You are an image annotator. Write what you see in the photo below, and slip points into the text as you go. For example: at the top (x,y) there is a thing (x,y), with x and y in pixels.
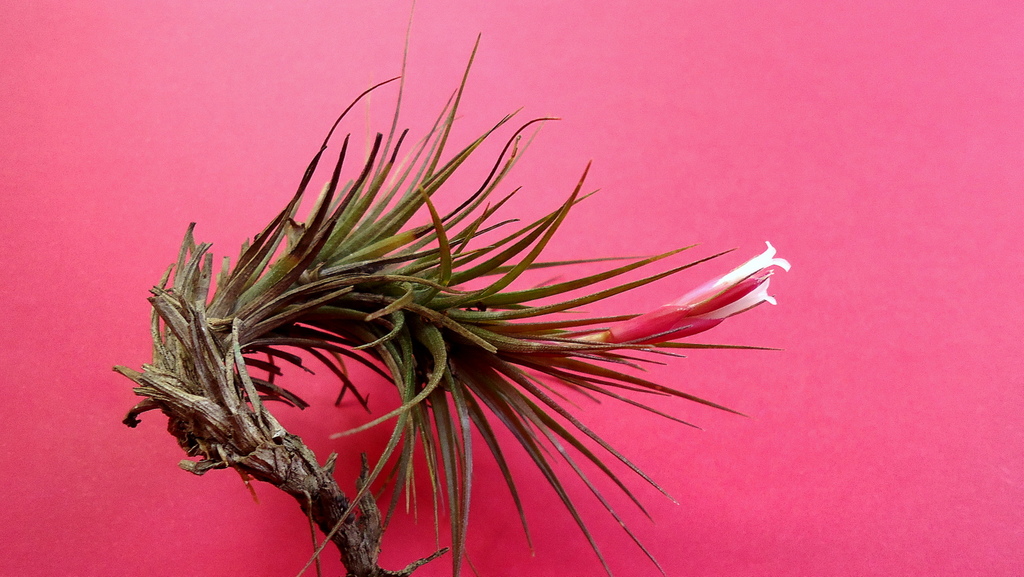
In this picture I can see the pink color surface (727,555), on which there is a brown color thing (298,292) and I see white and red color thing (705,302) on it.
